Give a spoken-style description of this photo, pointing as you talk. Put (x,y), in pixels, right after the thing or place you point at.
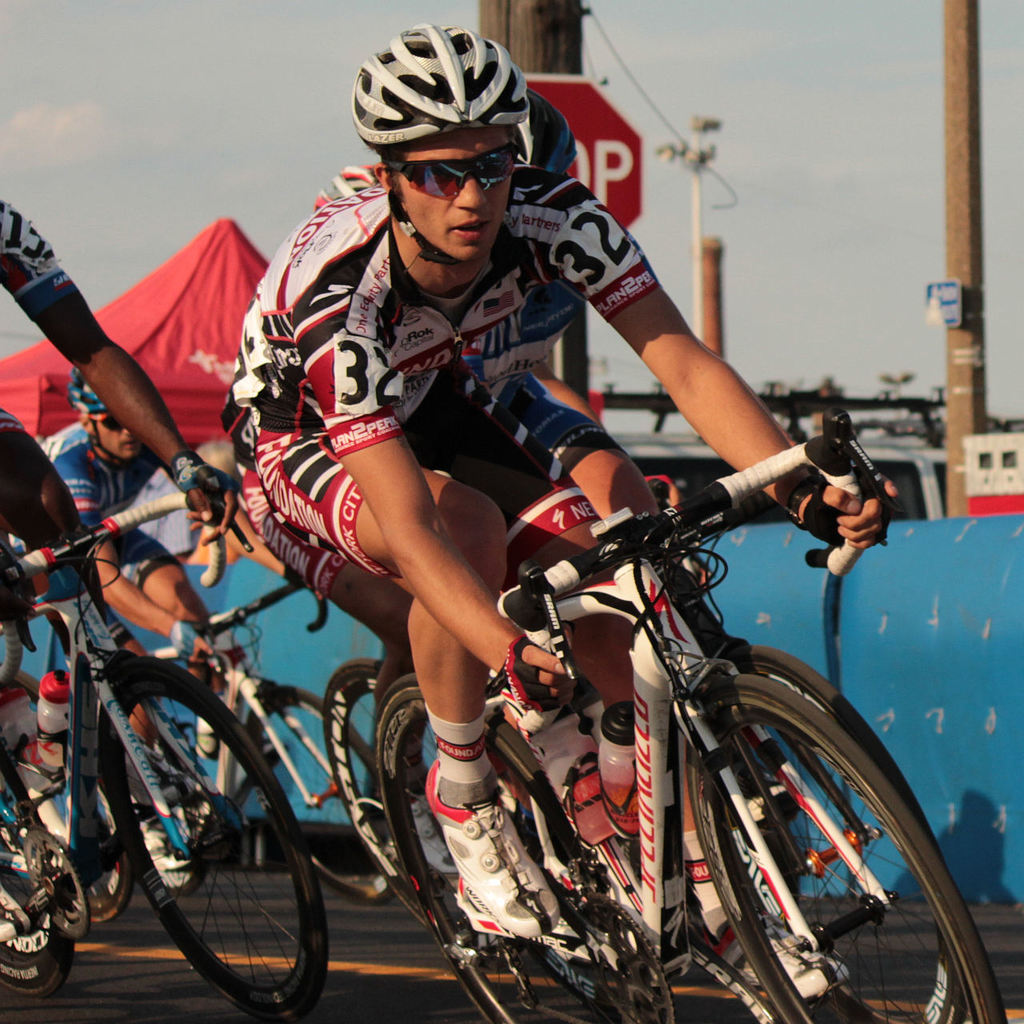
In this picture I can see few people (746,385) riding bicycles (350,818) and they wore helmets (450,107) on their heads (452,131) and sunglasses (496,181) and I can see few poles (966,264) and a tent (11,382) and I can see a sign board (613,193) to the pole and I can see a cloudy sky (676,284).
